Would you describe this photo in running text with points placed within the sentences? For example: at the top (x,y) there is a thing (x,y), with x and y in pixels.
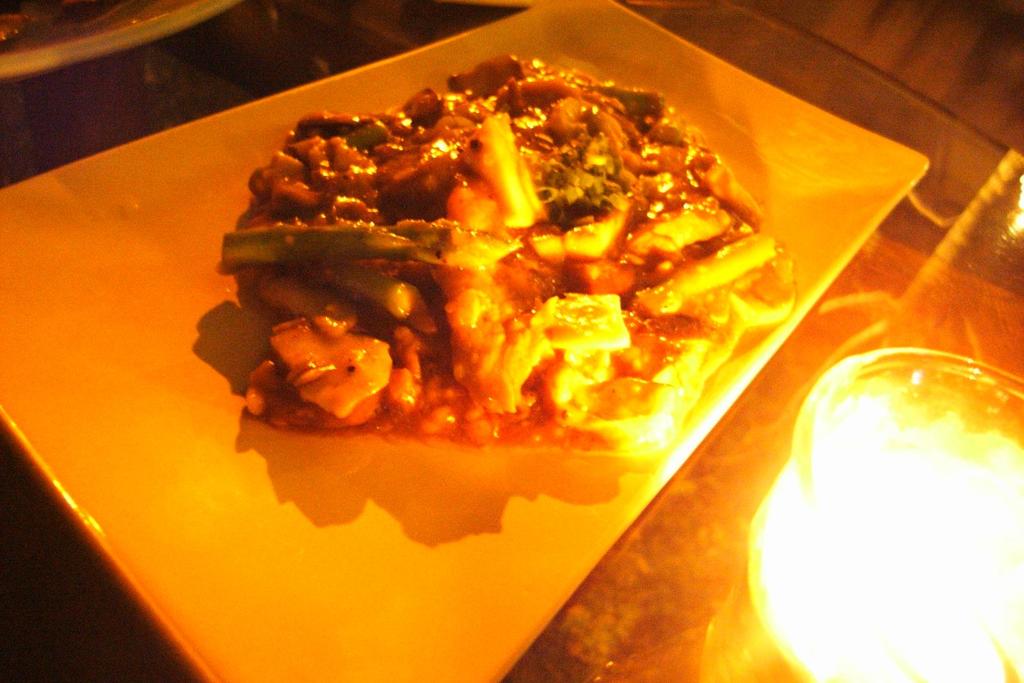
In this image, we can see food (510,83) on the tray (771,334) and in the background (100,21), we can see some objects (120,25) on the table (958,311) and there is a light (814,496).
